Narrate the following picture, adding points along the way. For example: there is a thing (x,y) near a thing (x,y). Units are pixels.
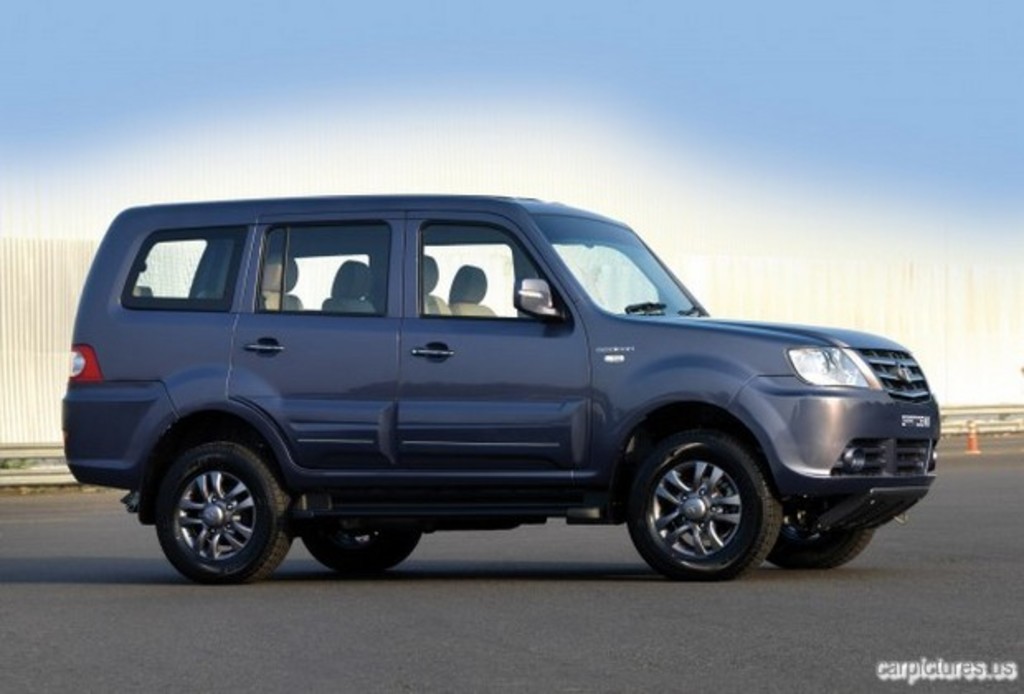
In the image there is a vehicle (460,283) parked on the road (758,654) and there is some text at the bottom right corner of the image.
